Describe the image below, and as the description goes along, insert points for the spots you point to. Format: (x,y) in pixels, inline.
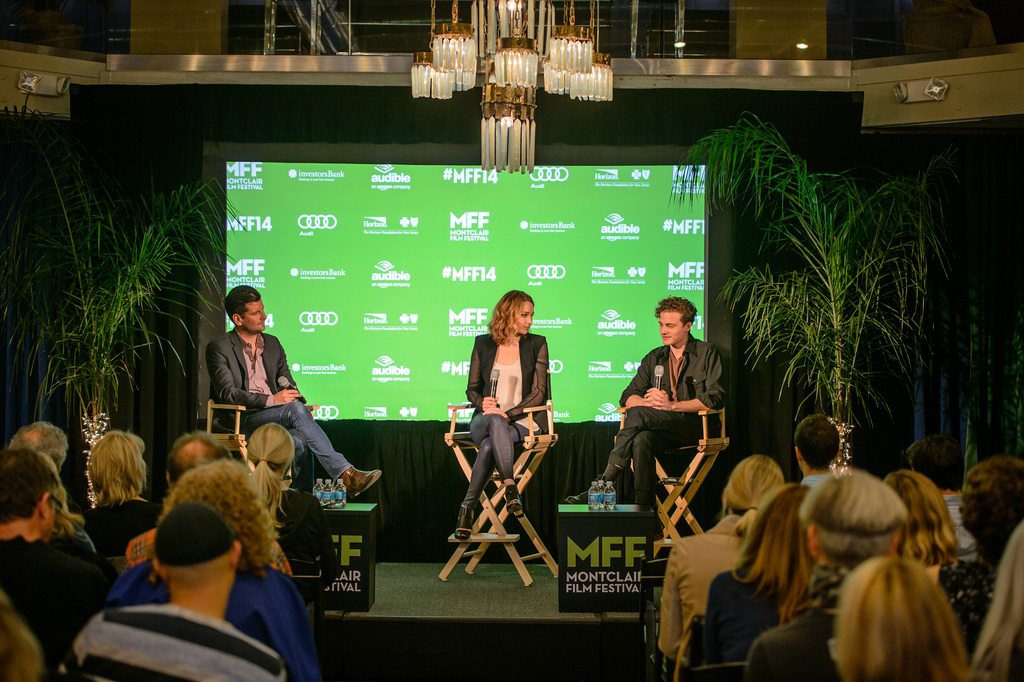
In this image at the bottom (937,524) there are group of people (937,524), in the middle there is a stage (408,562), on the stage (394,570) there are three persons (473,393) sitting on chairs (692,468), in front of them there are small tables (362,526), on which there are bottles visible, behind them there is a screen (444,210) on which there is a text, beside the screen (472,251) there are plants (5,277) visible.
